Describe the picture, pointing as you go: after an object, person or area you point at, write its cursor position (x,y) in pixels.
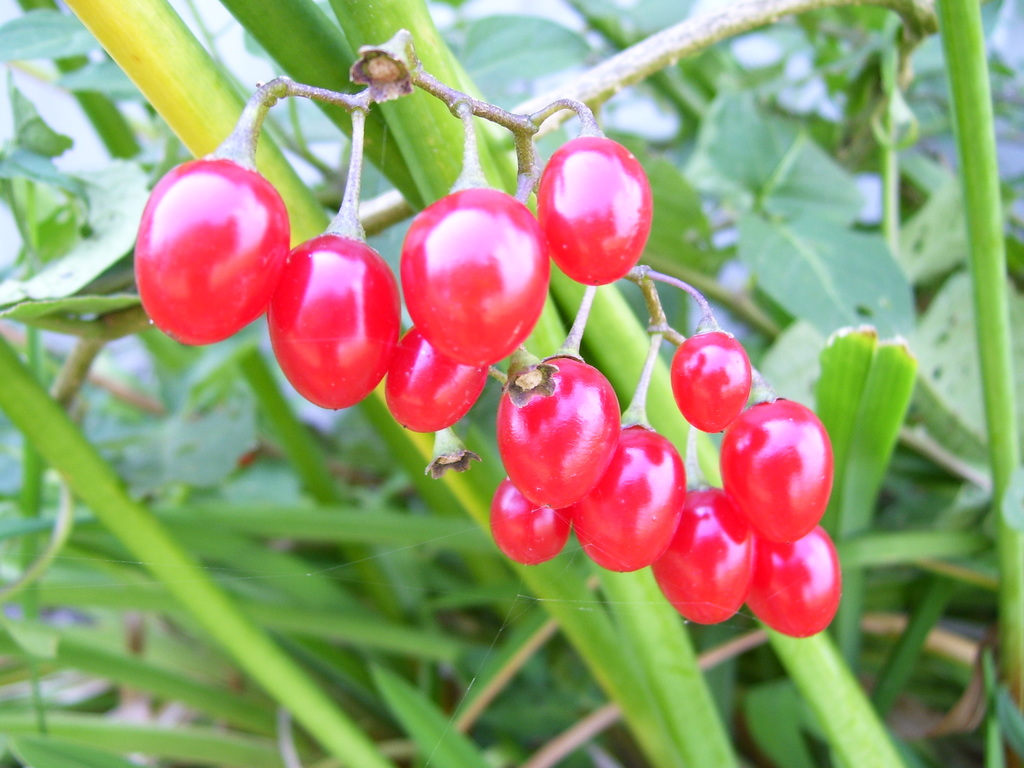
As we can see in the image there is grass (118,135) and pink color fruits (457,295).
